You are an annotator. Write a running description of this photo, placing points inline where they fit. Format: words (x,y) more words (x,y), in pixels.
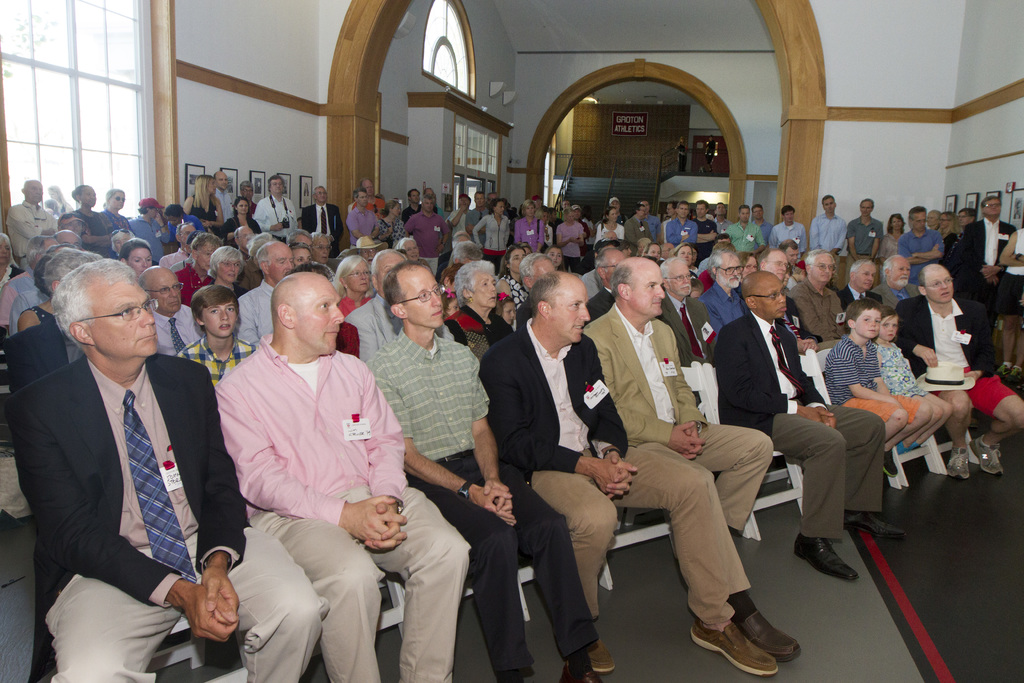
There are group of persons (23,390), some of them are sitting on chairs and remaining are standing on the floor (901,604) of a building (82,153), which is having glass windows (34,113) and white walls (498,45).
